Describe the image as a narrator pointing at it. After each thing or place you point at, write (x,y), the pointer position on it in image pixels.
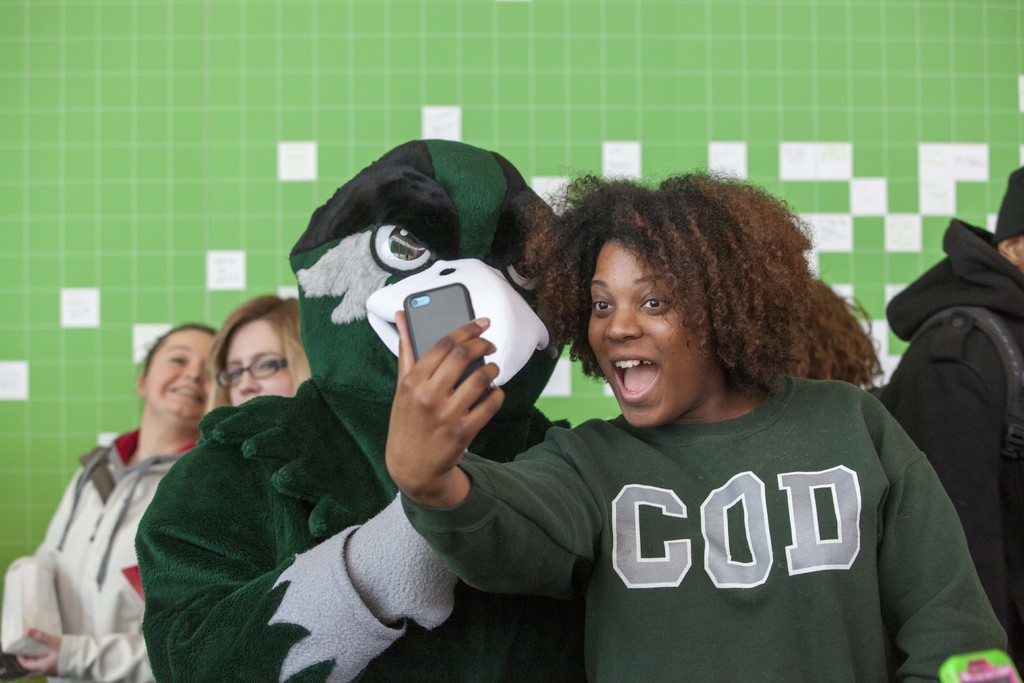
In this picture we can see a person (644,384) standing beside to a person (391,287) wearing fancy dress (346,343) and taking a snap. On the background (905,340) we can see persons (846,370).
